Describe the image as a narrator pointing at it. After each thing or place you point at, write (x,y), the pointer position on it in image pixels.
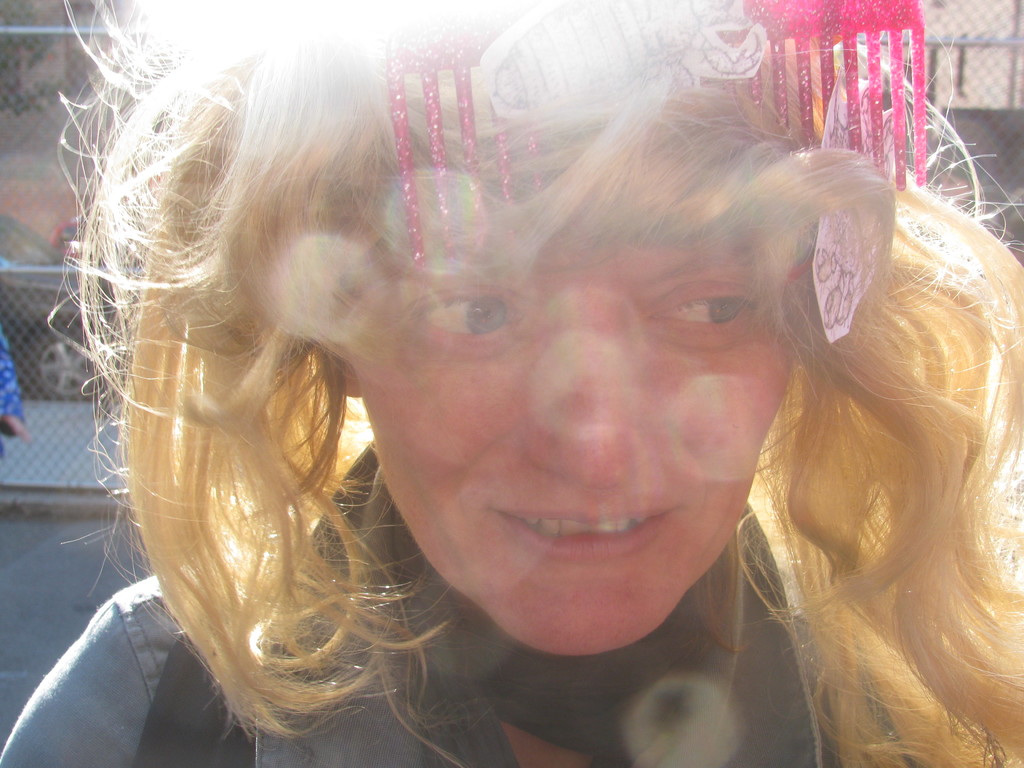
In the picture I can see a woman (514,434) who is wearing a comb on her head (618,218) and some other objects (561,71). In the background (80,372) I can see fence (38,265) and some other objects (66,253).
